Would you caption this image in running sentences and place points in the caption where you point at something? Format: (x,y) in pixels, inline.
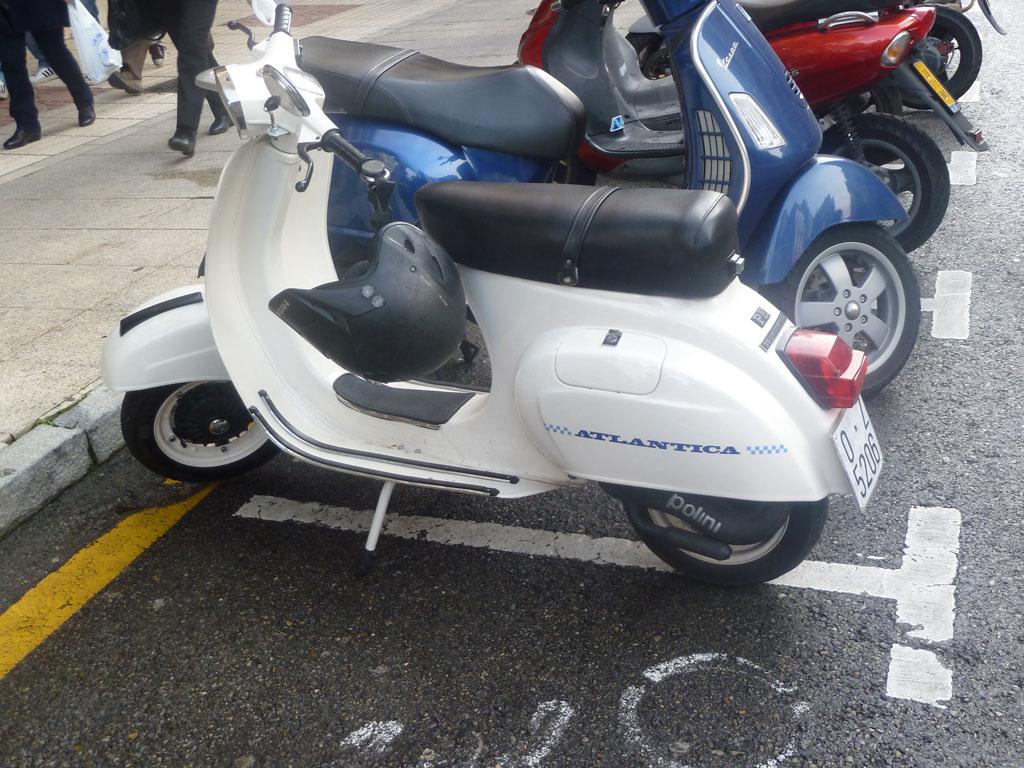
In this picture we can see a helmet (348,285), plastic bag (121,63), motorcycles (646,45) on the road (865,605) and some people (51,39) are walking on the footpath (334,29).
